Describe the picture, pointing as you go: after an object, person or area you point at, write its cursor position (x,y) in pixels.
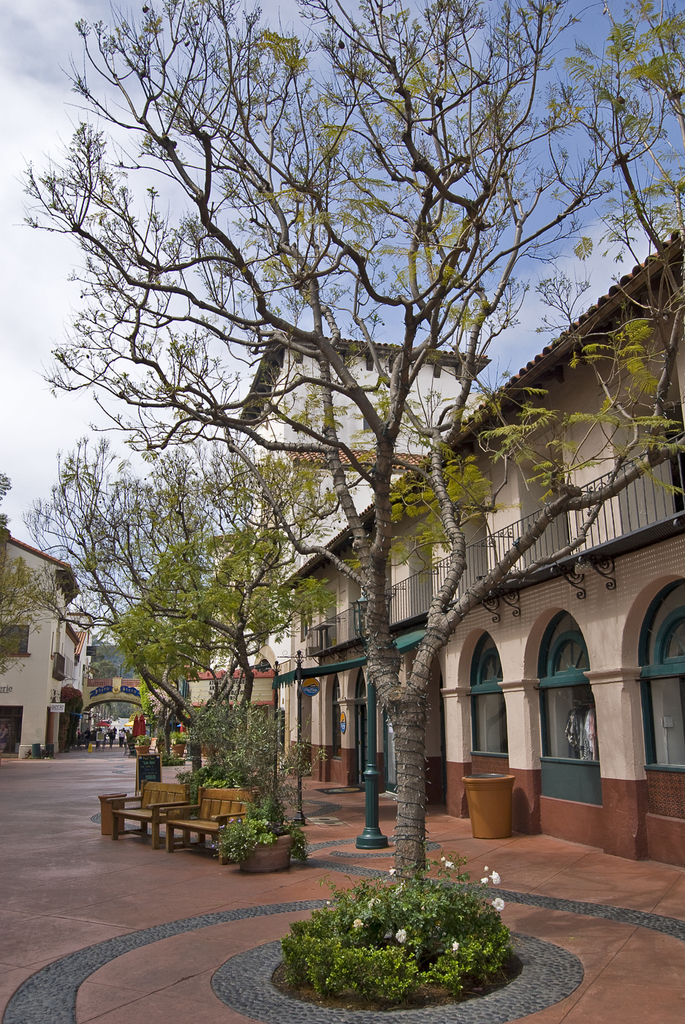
In the center of the image (285,603) we can see trees (136,619) and benches (177,785). On the right side of the image (570,778) we can see dustbin (510,787) and building (602,676). On the left side of the image (34,679) we can see tree (36,580) and building (32,687). In the background (35,514) we can see building (24,704), sky (35,514) and clouds (49,161).
